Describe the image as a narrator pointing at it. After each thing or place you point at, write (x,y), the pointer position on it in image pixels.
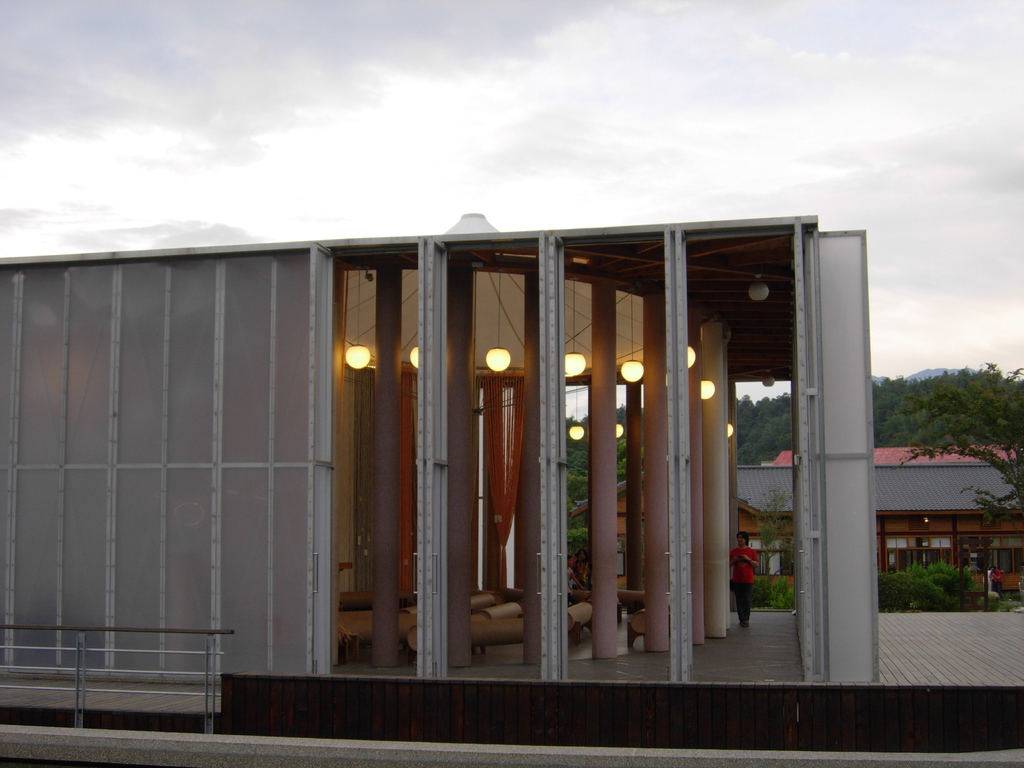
In the center of the image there is a building (51,283). In the background of the image (995,389) there are trees (901,408). In the top of the image (753,53) there is sky (391,4) and clouds (571,207).
